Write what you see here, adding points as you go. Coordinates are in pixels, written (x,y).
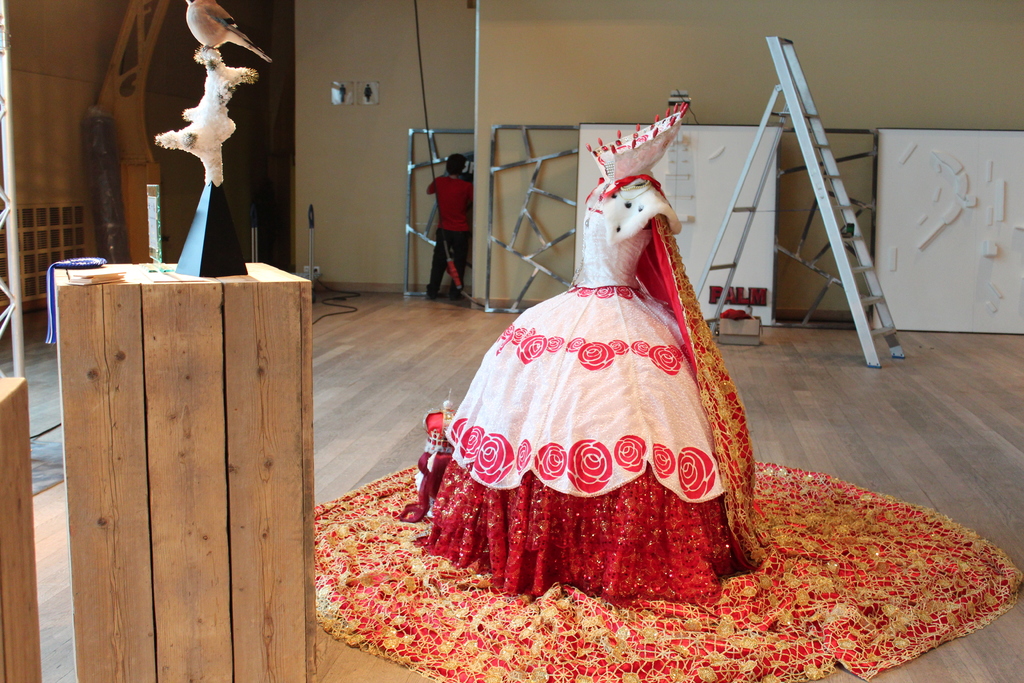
As we can see in the image there is a wall (381,252), a man (456,199) standing over here, ladder (751,159), mat (682,637) and toys (210,117).
